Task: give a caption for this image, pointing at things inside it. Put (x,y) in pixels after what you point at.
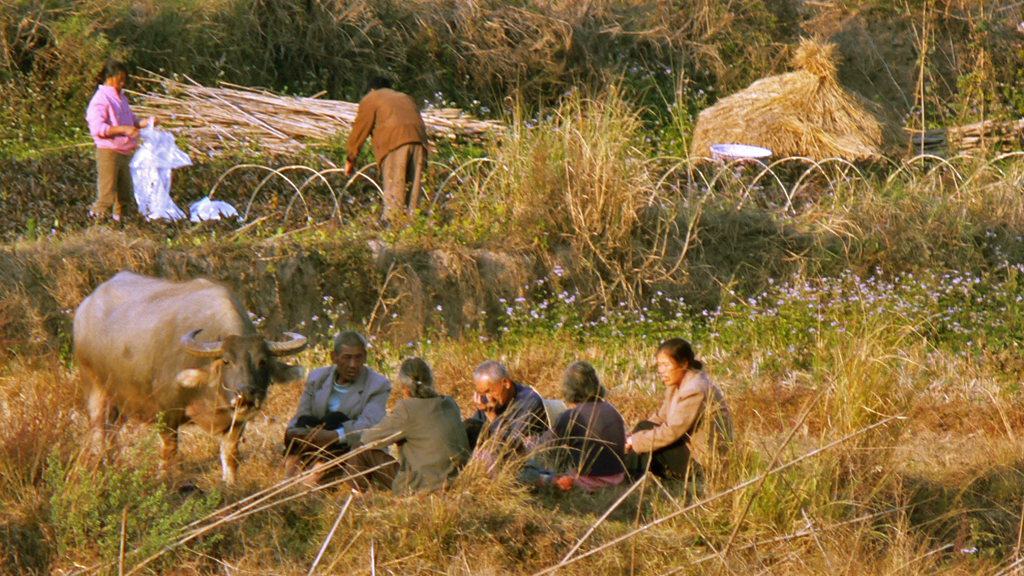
In the image there are a group of people (349,445) sitting on the grass (536,490) and on the left side (176,318) there is a buffalo (178,348), behind them there are two people (346,175) and they are standing and there are a lot of plants (533,156) around the people (397,162).
